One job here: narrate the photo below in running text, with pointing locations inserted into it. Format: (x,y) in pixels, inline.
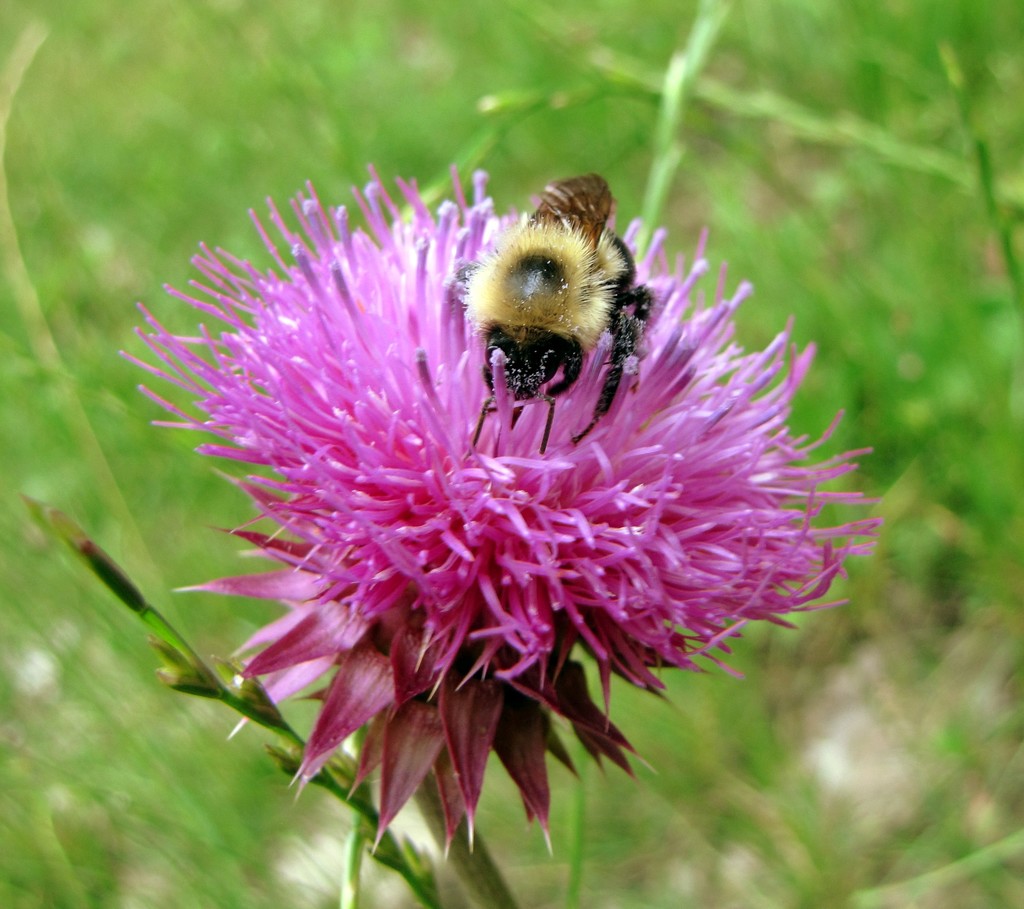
In the foreground of this image (563,316), there is an insect (563,316) on a pink beautiful flower (450,441). In the background (108,378), there is a grass (427,85) and the plant (762,109).
